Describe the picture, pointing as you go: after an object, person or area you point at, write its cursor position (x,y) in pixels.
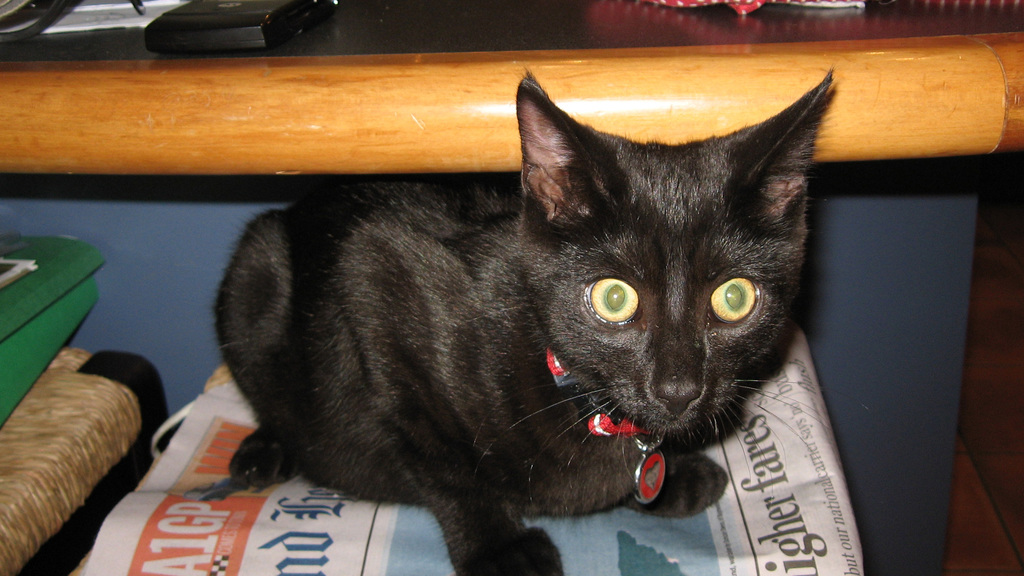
This image is taken indoors. In the background (129,271) there is a wall (132,256) and there is a table (477,79) with a few things (261,40) on it. On the left side of the image (69,424) there is a stool (54,397) and there are a few things (63,274). In the middle of the image (415,279) there is a cat (518,377) sitting on the newspaper (342,509). The cat (416,494) is black in color.
